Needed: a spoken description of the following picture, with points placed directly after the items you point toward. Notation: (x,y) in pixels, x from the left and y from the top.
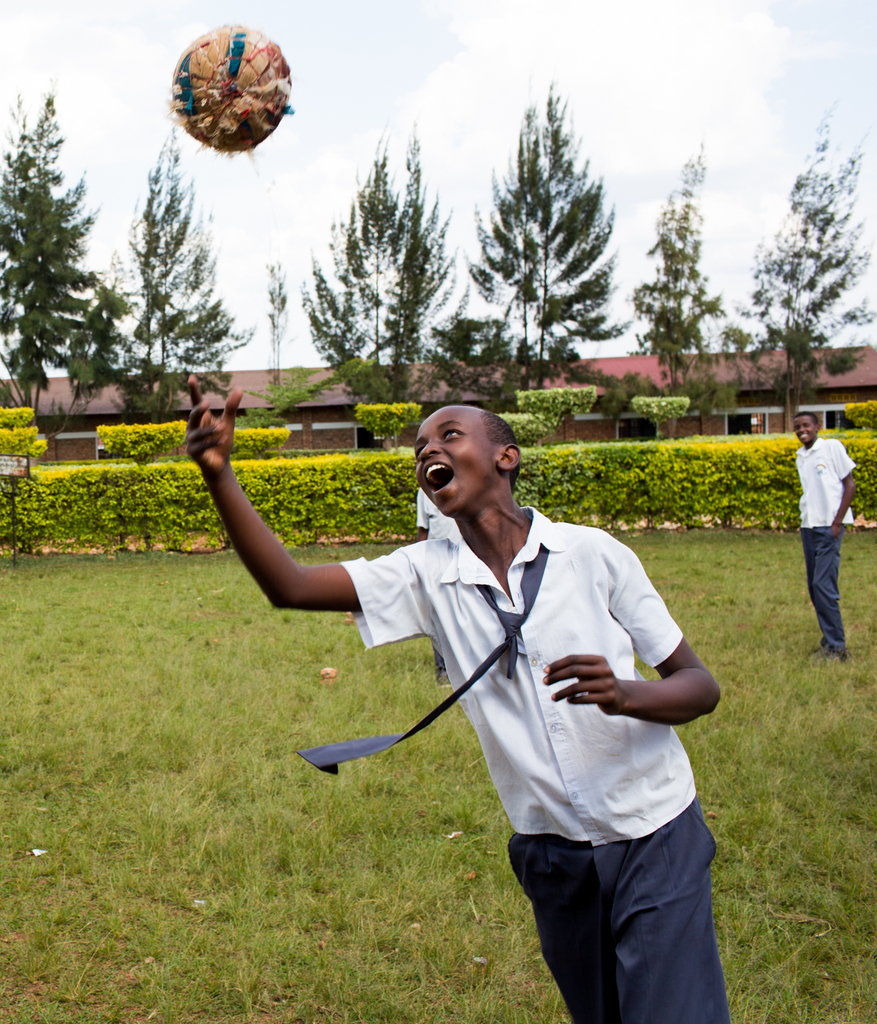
In the middle (467,466) there is a boy (482,483), he wears a shirt (505,742), trouser (576,872), tie (437,707), he is throwing a ball (251,94). At the bottom (258,854) there are plants (150,531) and grass (308,886). In the middle (423,520) there are trees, person (824,494), house (420,402), sky (679,146) and clouds (638,125).
